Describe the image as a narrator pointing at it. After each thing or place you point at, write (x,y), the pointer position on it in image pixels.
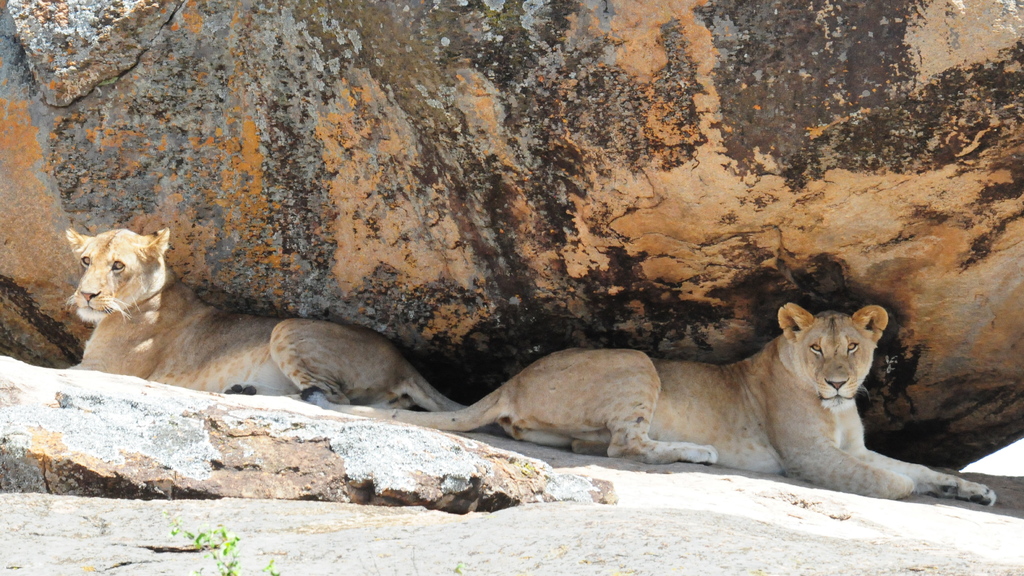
At the bottom of the image (752,387) there are two lioness (619,417) lying on the ground (351,414). Above them there is a rock (679,293).
